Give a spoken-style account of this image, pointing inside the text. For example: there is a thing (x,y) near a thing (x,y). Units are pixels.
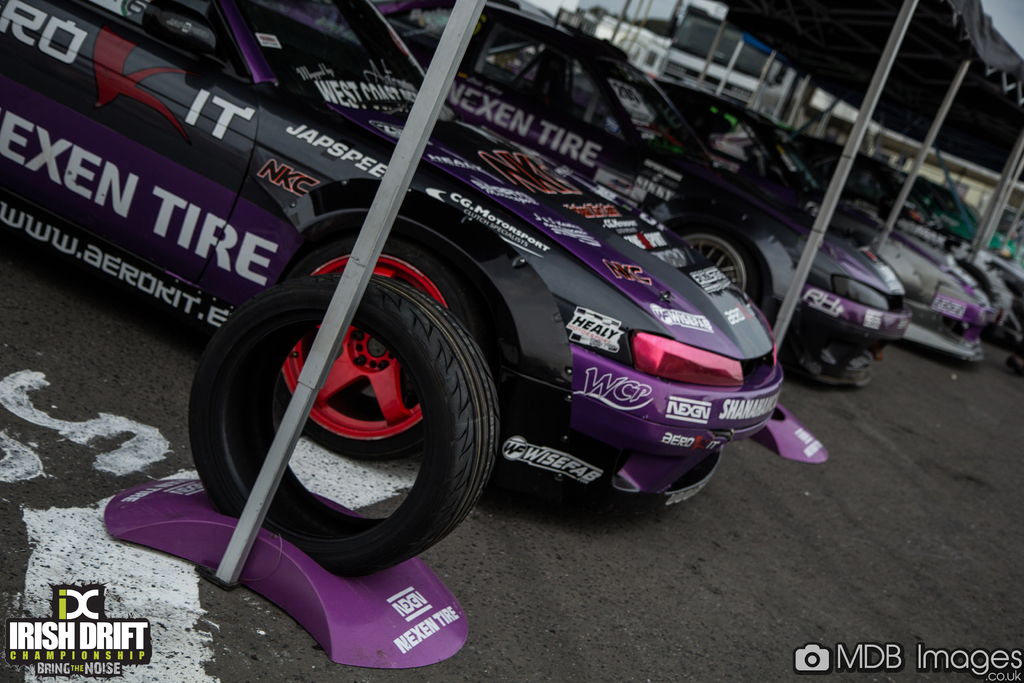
In this image we can see sports cars (692,301) placed in a row. In the background (871,51) there is a tent (848,34). At the bottom (842,571) we can see a road (497,619).
